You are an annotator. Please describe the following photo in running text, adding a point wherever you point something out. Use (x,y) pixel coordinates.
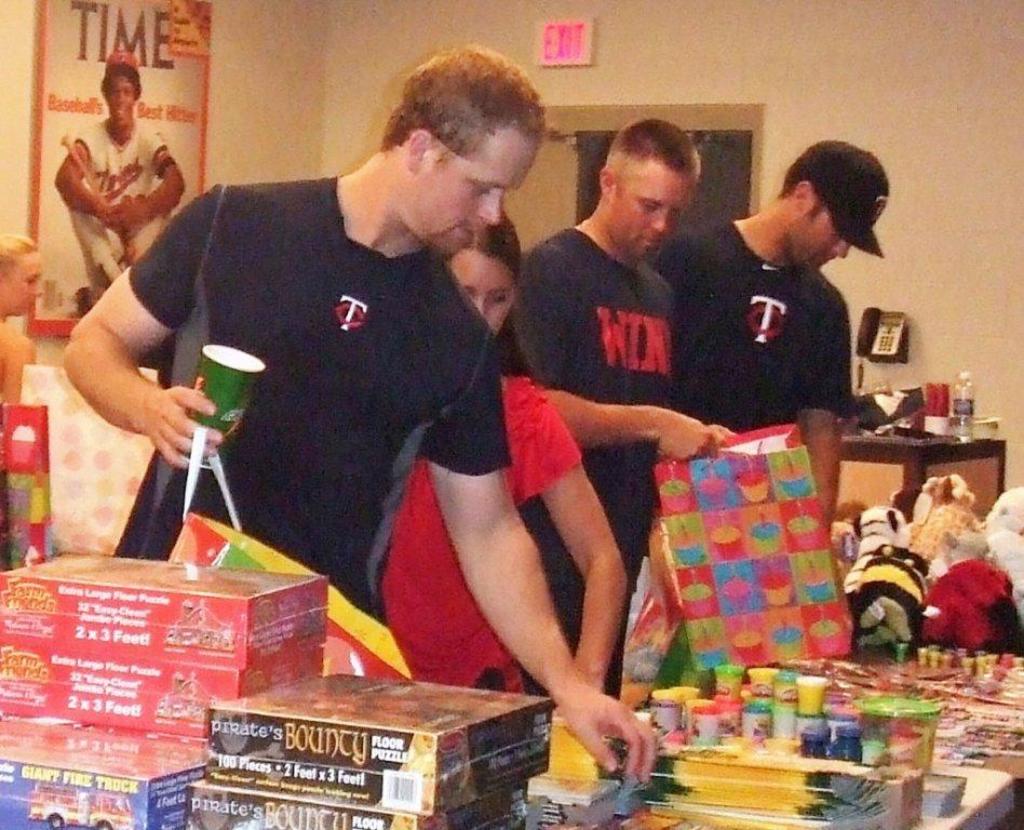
There are different types of toys (962,665) books (749,809) and some other materials (748,713) kept on the table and people (598,598) are collecting those materials (1,681), in the background (24,99) there is a wall (627,35) and there is a poster (40,128) attached to the wall (364,63) and on the right side (756,156) there is an exit door (730,172) and beside the door (746,164) there is a telephone (889,346) and in front of the telephone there is a table (883,437) and some items (899,410) are kept on the table (949,443).
